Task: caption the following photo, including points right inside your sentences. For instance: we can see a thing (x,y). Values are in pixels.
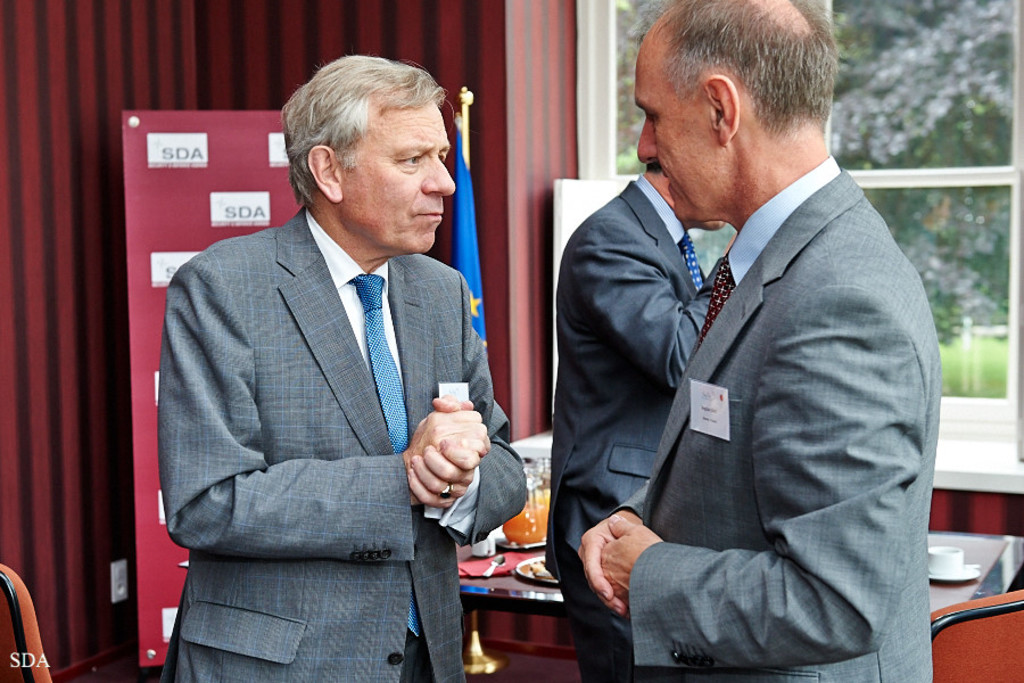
In this image in the front (580,459) there are group of persons (570,334) standing. In the background (963,564) there is a table (989,567), on the table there are glasses (531,542), cups (481,552), plates (546,559) and there is a board (223,152) with some text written on it and there is a flag (465,199) and there is a wall (440,67) and on the right side of the wall (546,92) there is a window (874,139). Behind the window (873,123) there are trees (878,131) and there's grass (1001,346) on the ground (943,349).
